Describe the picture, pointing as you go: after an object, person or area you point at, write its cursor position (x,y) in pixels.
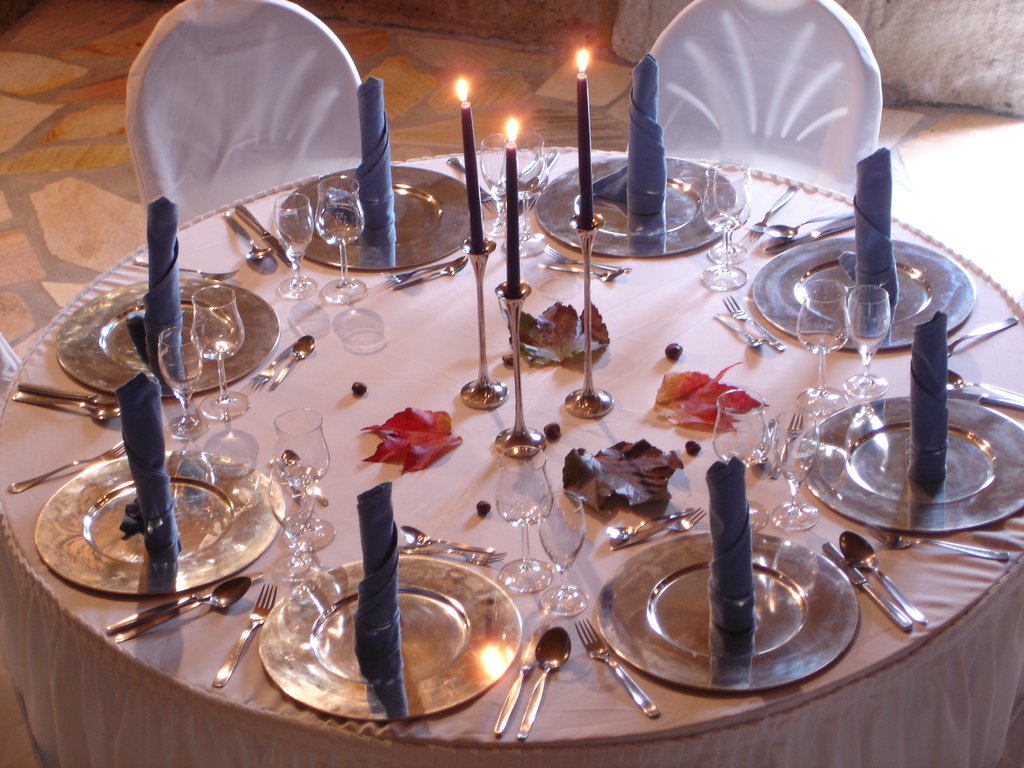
In the image we can see table (304,414). On table (372,445), there is a cloth (345,536), wine glasses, candle (511,168), leaf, plate (399,232), spoon (224,596), fork (239,649) and napkin (145,454). In the background (720,18) there is a wall (852,11) and chairs (766,102).
